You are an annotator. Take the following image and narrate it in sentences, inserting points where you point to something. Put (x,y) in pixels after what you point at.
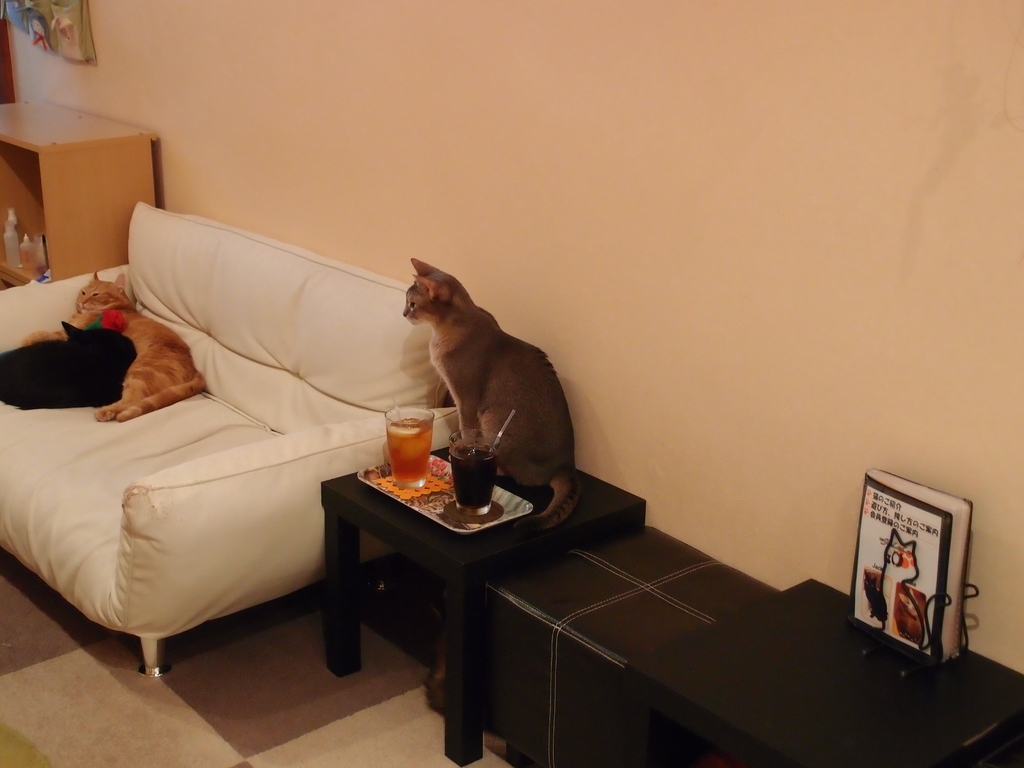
It is a picture inside a house (602,331), there is a white color sofa (326,418) there are two cats (102,358) on it, beside the sofa (330,452) there is a table (403,518), there are some drinks (480,481) on the tray (515,510) beside that there is another cat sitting on it, to the right side (826,615) on the another table (793,637) there is a book (949,645), in the background (833,181) there is a cream color wall (699,180).
